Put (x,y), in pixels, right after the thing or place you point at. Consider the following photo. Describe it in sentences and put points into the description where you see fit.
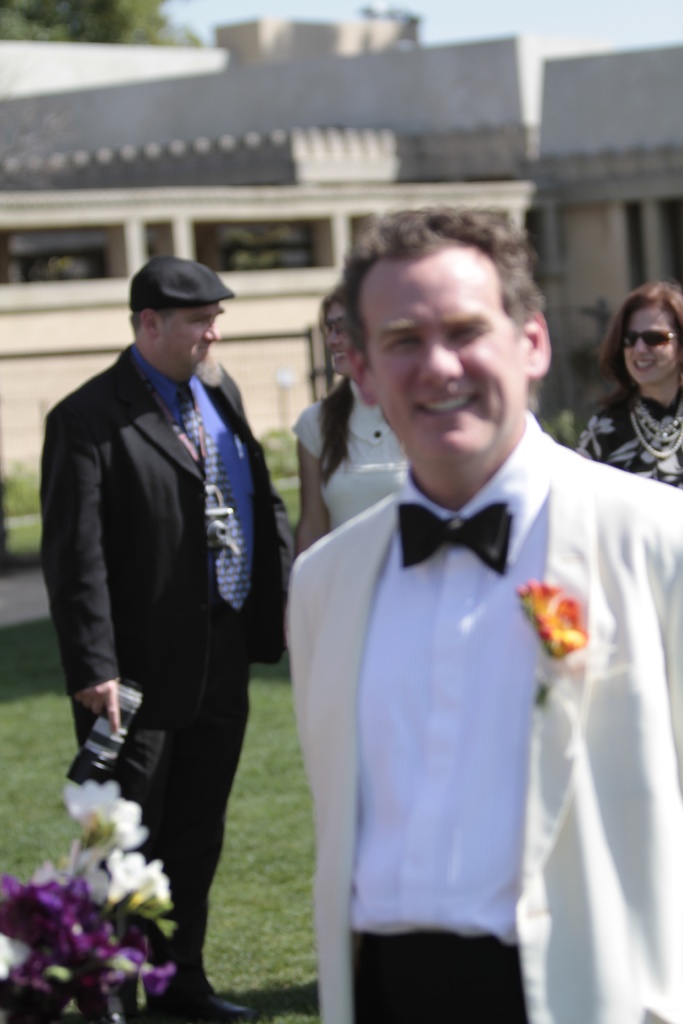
In this picture there is a person (352,325) with white shirt (433,668) is standing and smiling. There is a person (239,551) with black suit (161,475) standing and holding the camera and there are two women (638,426) standing and smiling. At the back (612,163) there is a building (491,187) and tree (134,41). At the top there is sky (575,27). At the bottom (281,876) there is grass (270,880) and there are flowers (121,893).
